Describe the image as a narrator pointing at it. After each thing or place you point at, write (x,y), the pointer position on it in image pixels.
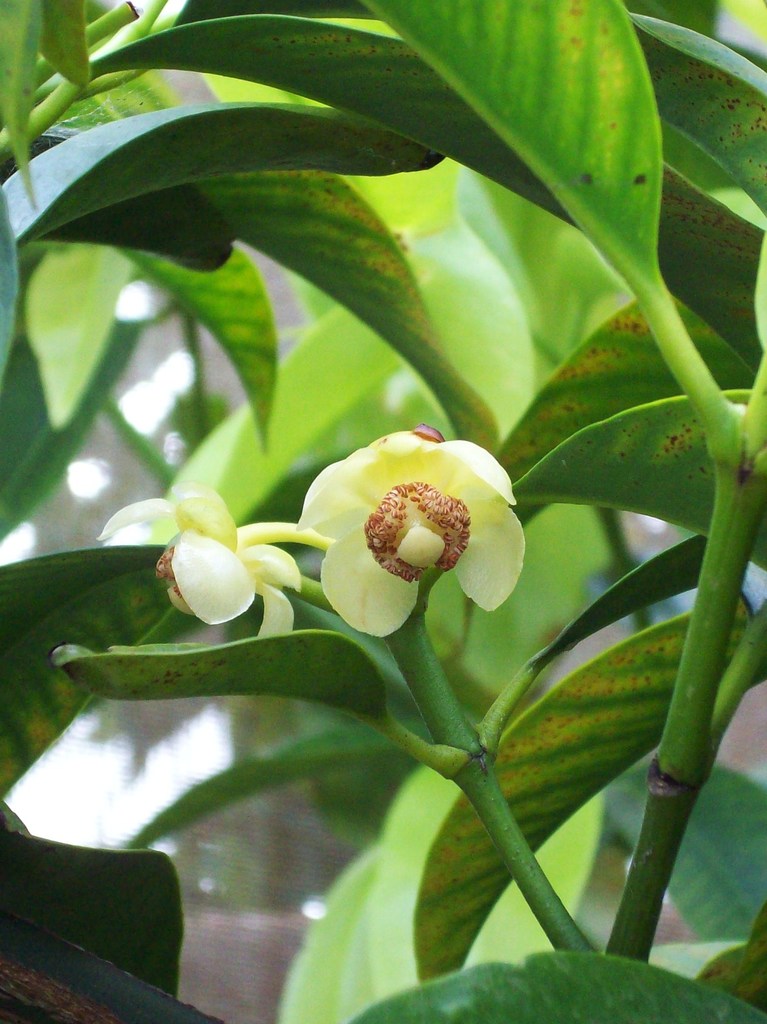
In this image there are flowers (181,530), leaves (515,325) and branches (697,712).
